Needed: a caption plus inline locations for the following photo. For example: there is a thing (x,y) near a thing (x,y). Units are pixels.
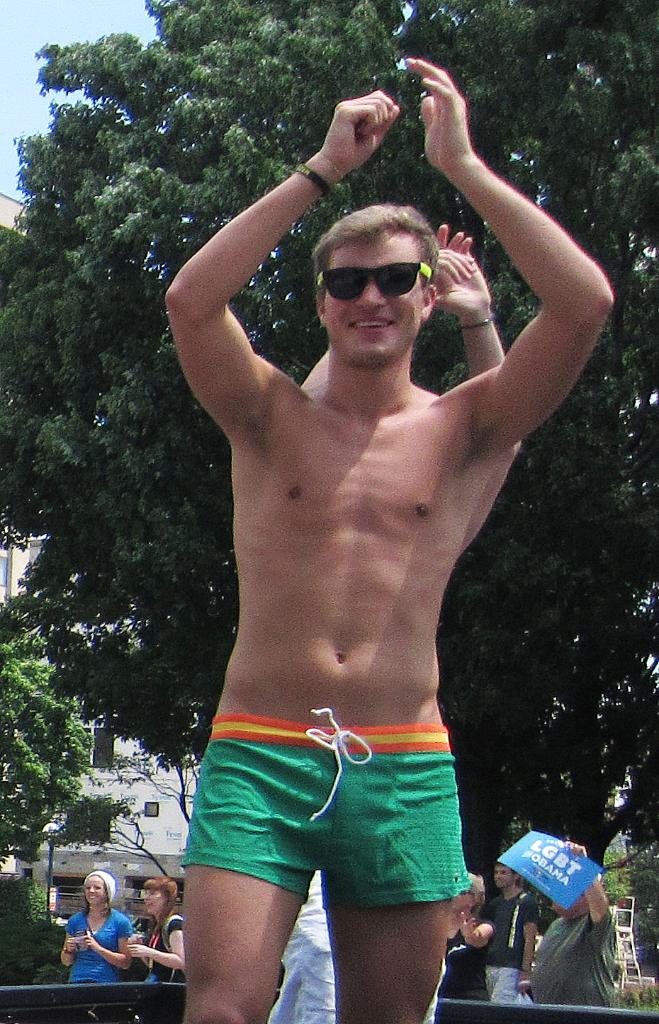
In the picture I can see people (361,794) are standing. In the background (190,591) I can see trees (219,688), a building (110,771), the sky (19,198) and some other objects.
